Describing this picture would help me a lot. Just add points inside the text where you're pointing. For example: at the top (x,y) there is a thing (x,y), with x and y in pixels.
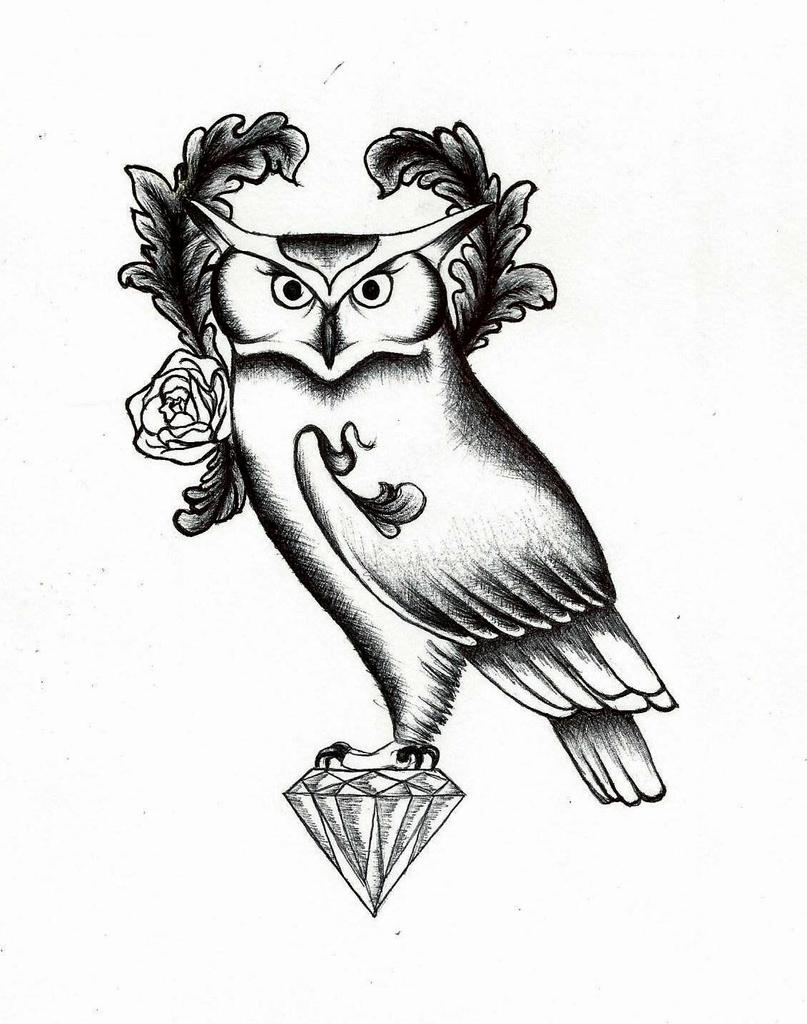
In this image I can see depiction picture of an owl (323,751), a diamond (394,806) and a flower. I can also see this image is black and white in colour.
